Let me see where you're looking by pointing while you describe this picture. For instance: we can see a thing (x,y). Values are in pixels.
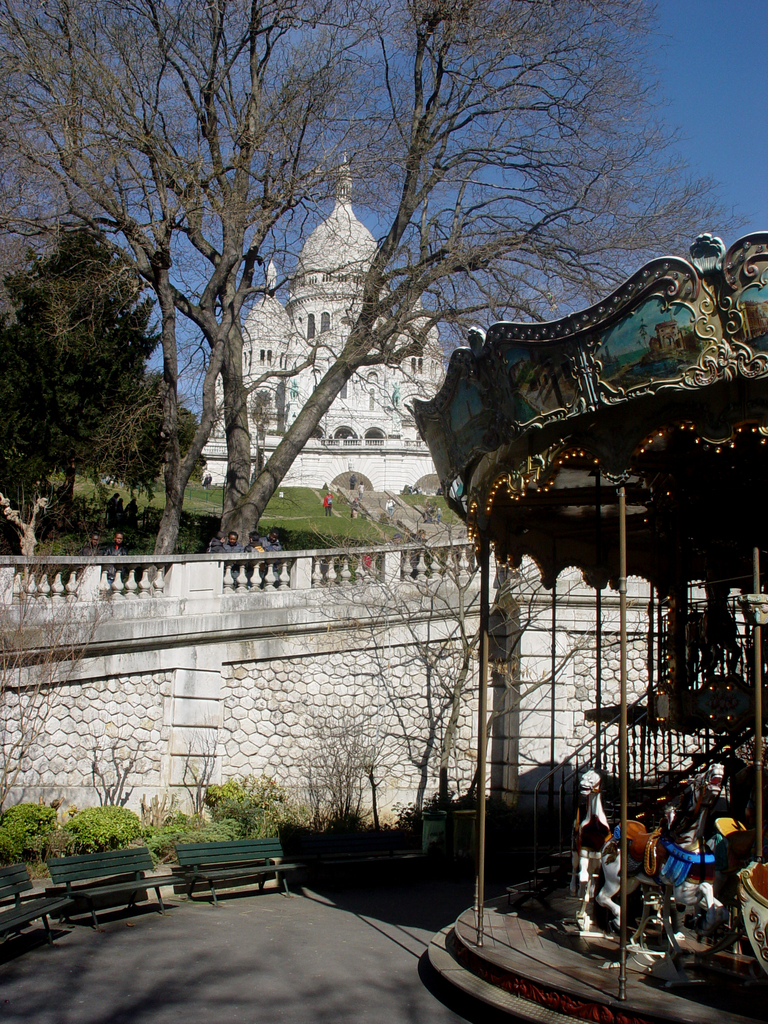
This image is taken outdoors. At the top of the image (697,90) there is the sky (699,52). At the bottom of the image (225,993) there is a floor (186,964). On the right side of the image (650,834) there is a carnival horse (697,891). There is a railing (560,797). There are a few stairs (654,800). In the middle of the image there is a wall (254,749). There are a few plants (255,778) and trees (176,194) on the ground (267,527). There are three empty benches (248,872) on the floor (260,892). There is a ground (291,494) with grass (307,523) on it. A few people (109,510) are standing and a few are walking on the ground (320,500). In the background (342,432) there is an architecture (310,347) with walls (359,426), windows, doors (345,436), carvings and sculptures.
